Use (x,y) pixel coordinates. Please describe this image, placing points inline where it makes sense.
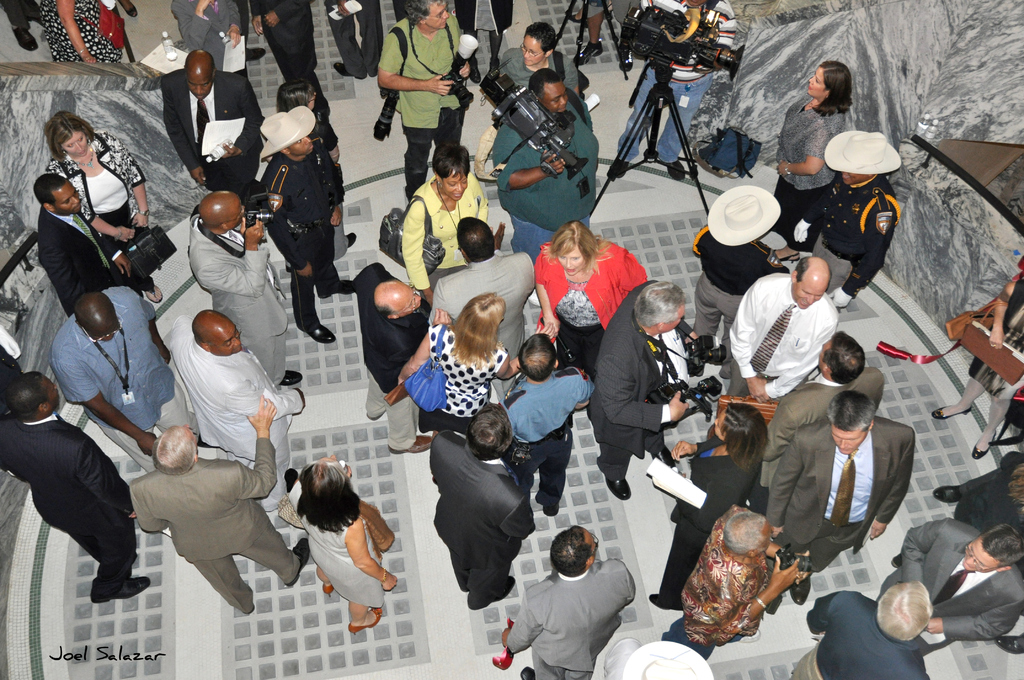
In this picture we can see so many people (357,295) are on the floor (355,119), among them few people (282,293) are holding cameras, some people (702,525) are holding papers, we can see some objects (444,327) around.
